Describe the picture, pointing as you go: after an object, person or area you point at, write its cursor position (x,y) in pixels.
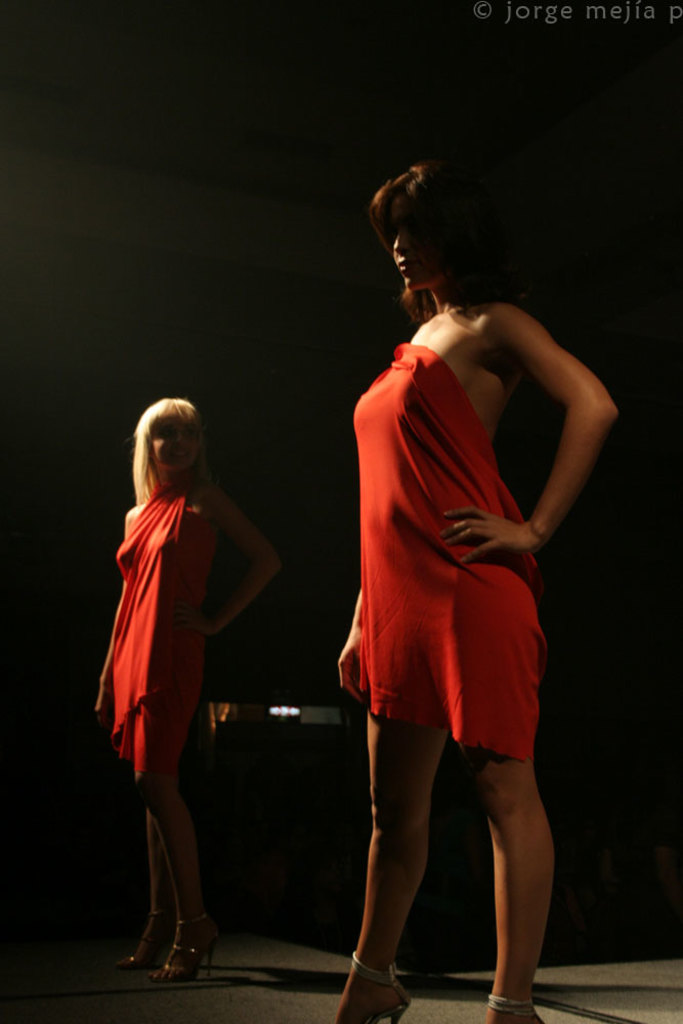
In this image there are two ladies (199,624) wearing red dress (391,588) and standing, in the top right (600,6) there is text (519,7).
